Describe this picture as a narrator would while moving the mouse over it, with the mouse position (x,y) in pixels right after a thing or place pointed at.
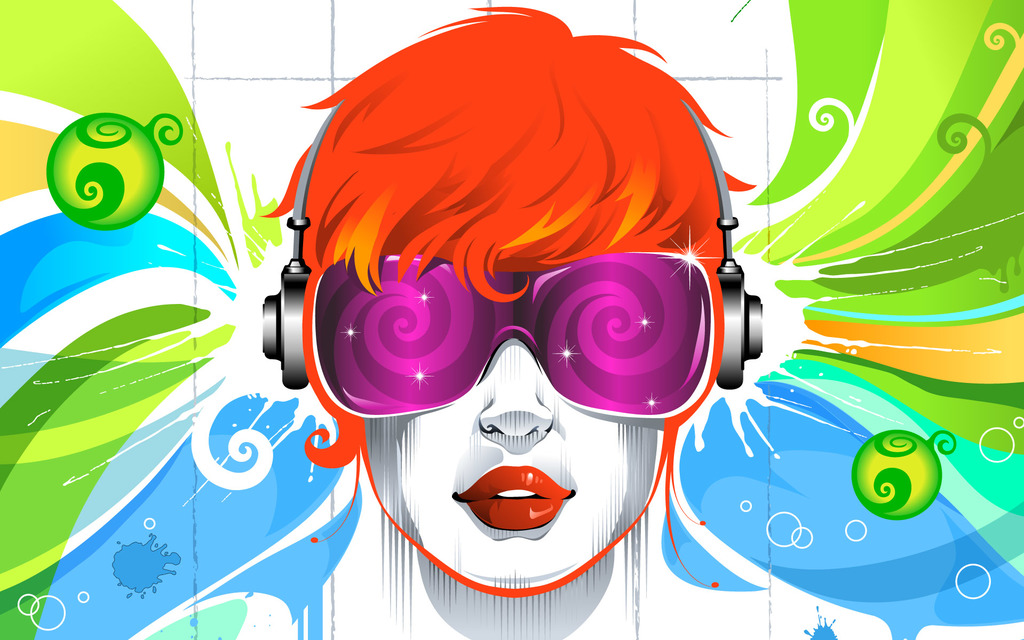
Here we can see a graphical image, in this picture we can see a depiction of a person (553,521) wearing headsets (727,297) and goggles (493,316).
